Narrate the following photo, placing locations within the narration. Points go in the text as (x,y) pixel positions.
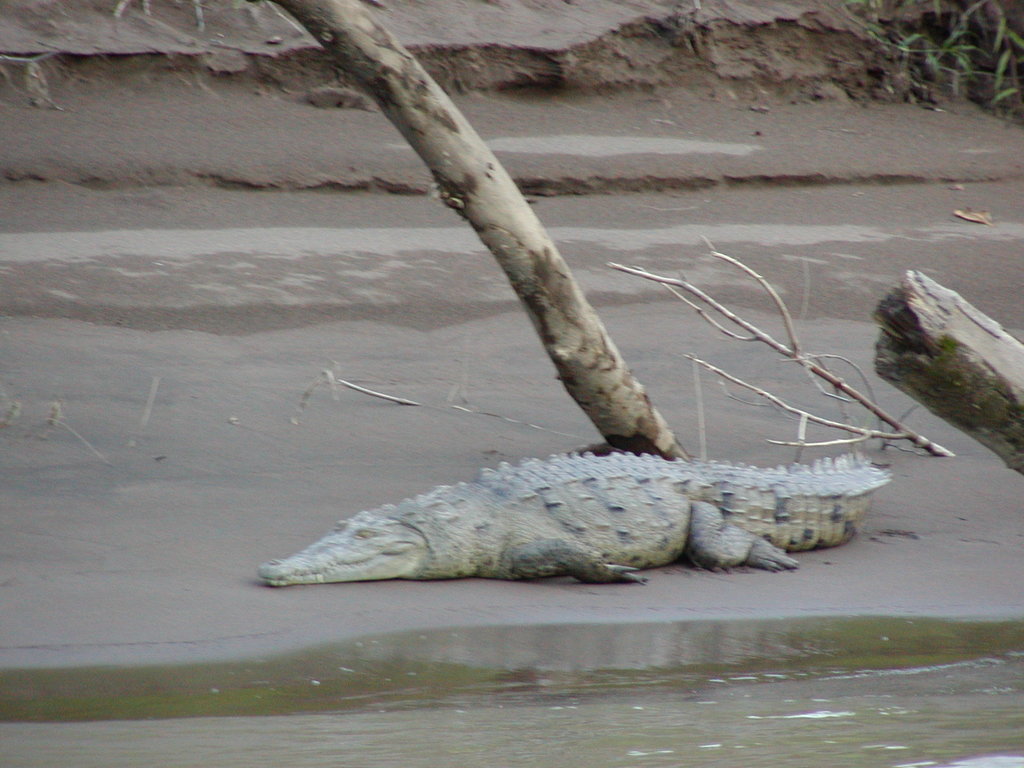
In the picture I can see a crocodile (571,524) on the ground (443,229). I can also see wooden objects (393,91), a plant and the water (707,759).
